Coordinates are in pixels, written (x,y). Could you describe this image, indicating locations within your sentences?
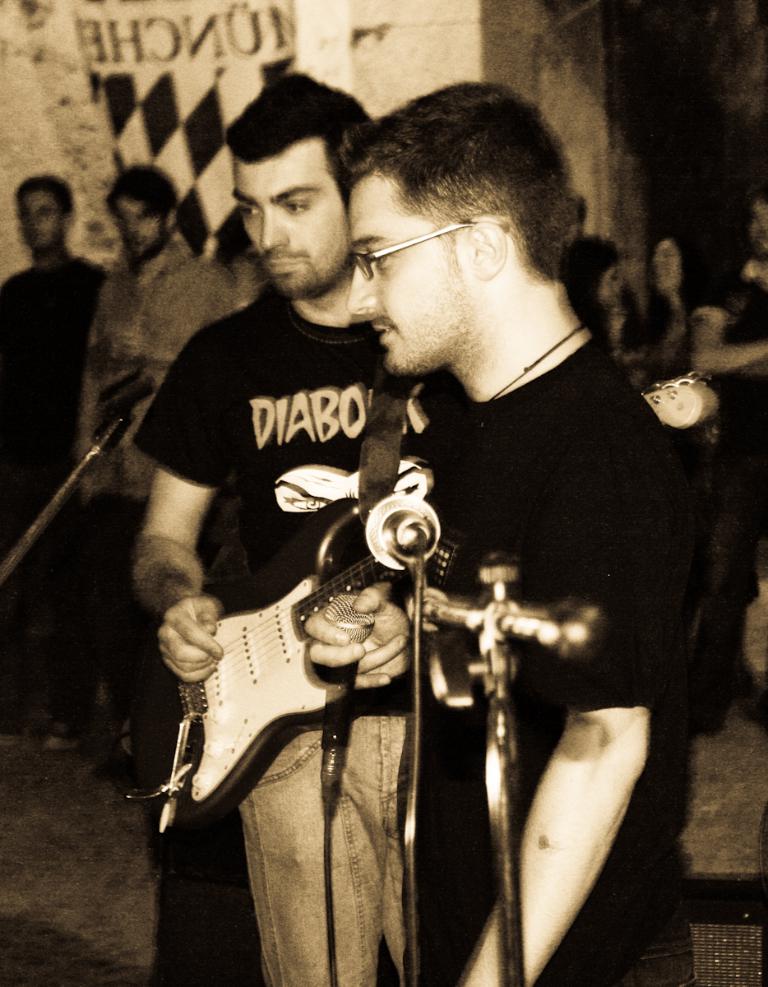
In this picture there is a man (236,561) who is playing a guitar (278,596). There is also another man (587,596) who is standing. There are group of people (0,385) standing at the background (766,200).
